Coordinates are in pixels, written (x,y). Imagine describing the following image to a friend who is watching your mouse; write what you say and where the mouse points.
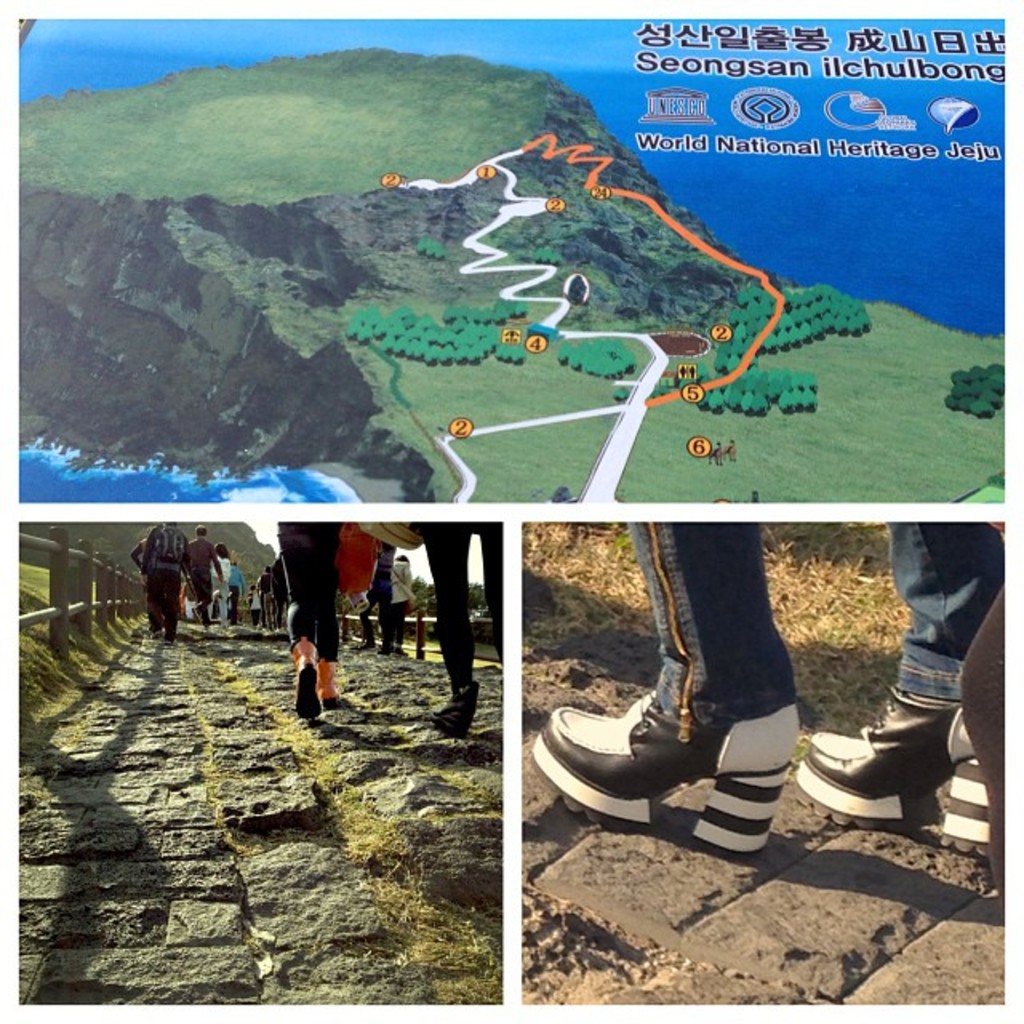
This is an edited image. At the top of the picture (526,192), we see the trees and the route map (196,413). We even see the water (837,214) and the sky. In the left bottom (57,742), we see people (331,699) are walking on the road (268,704). Beside them, we see the road railing (106,614) and the grass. In the right bottom (769,798), we see the person (744,632) who is wearing the blue jeans (787,685) is wearing the black and white shoes (769,799). Beside that, we see the grass (860,638).
